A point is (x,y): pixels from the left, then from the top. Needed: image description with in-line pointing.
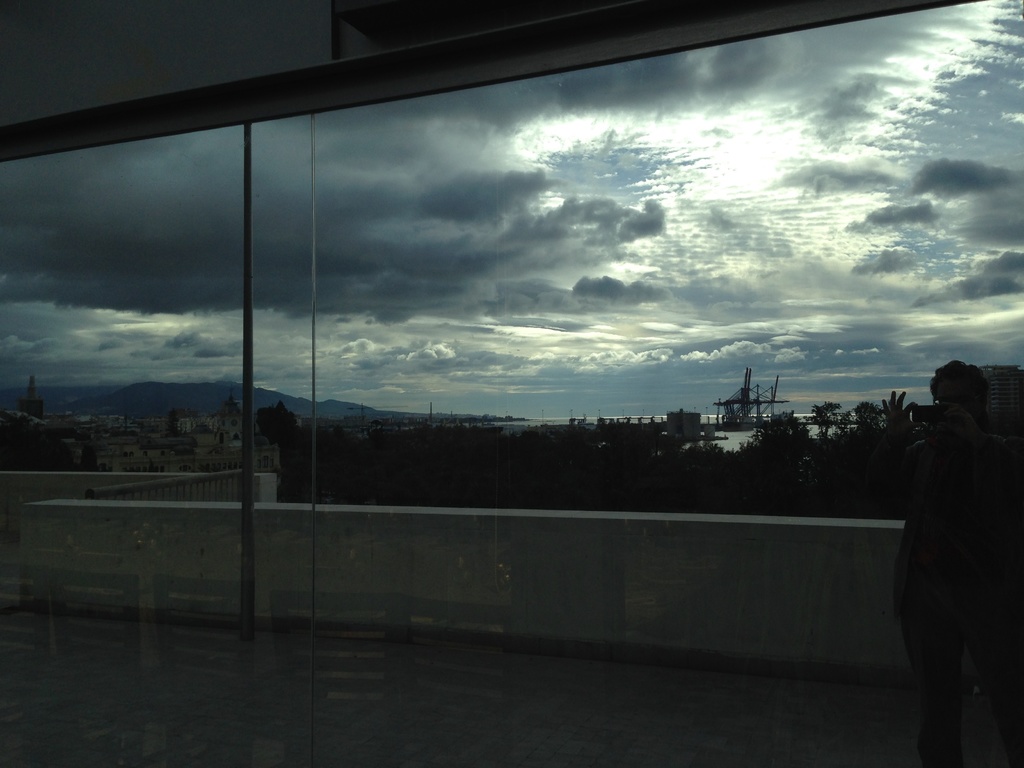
In this image, we can see a person (933,444) holding a mobile (926,419) and standing on the building (445,613) and in the background (330,492), there are trees (798,441), buildings (693,416), poles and towers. At the top (675,206), there are clouds (671,223) in the sky (673,258).
